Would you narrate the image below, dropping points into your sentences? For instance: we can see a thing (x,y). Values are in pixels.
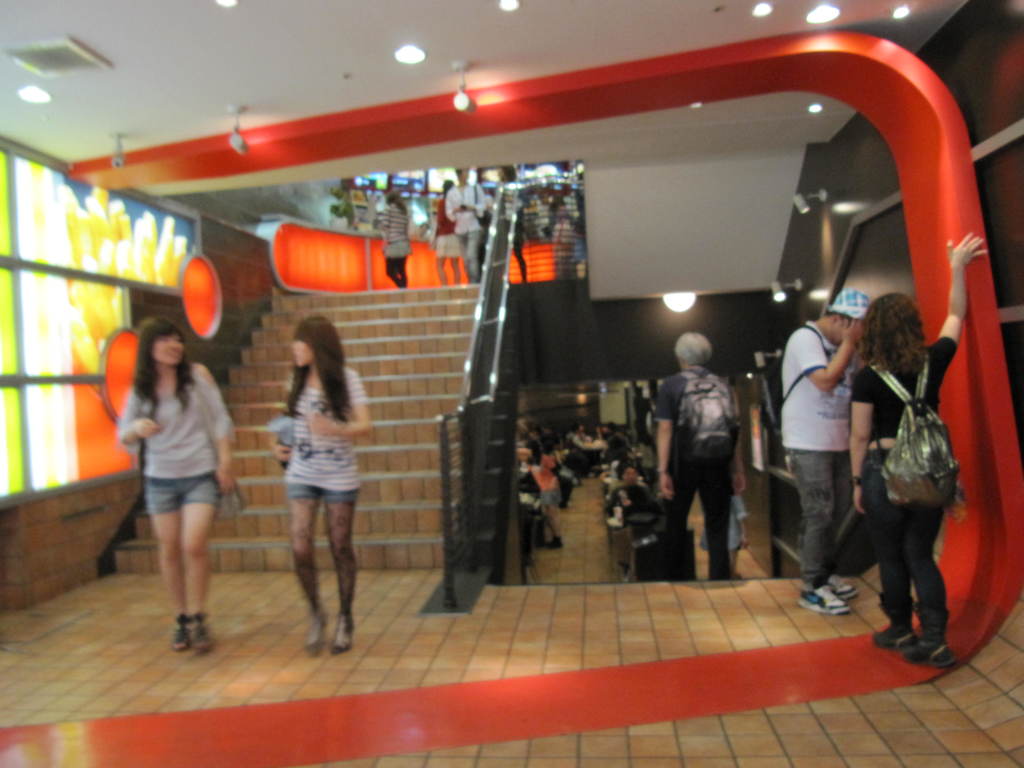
In this picture at the center (626,436) this look like glass (611,438) and one man (693,343) standing near the glass (623,401) and there are two other girl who are in the left side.
